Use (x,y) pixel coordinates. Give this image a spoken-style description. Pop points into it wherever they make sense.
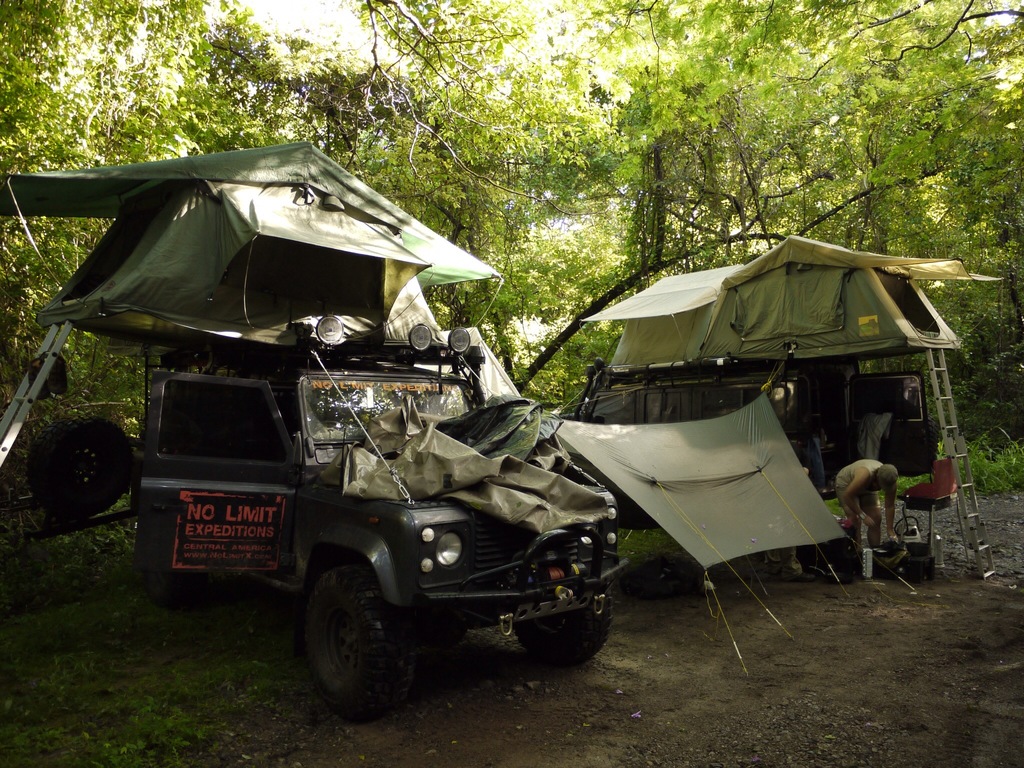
In this picture we can see there are two vehicles (432,511) parked and at the top of the vehicles (446,407) those are looking like tents (788,308). In front of the vehicle (837,447) there is a ladder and a person (867,473) is standing and doing some work. Behind the vehicles (342,379) there are trees (729,125).
